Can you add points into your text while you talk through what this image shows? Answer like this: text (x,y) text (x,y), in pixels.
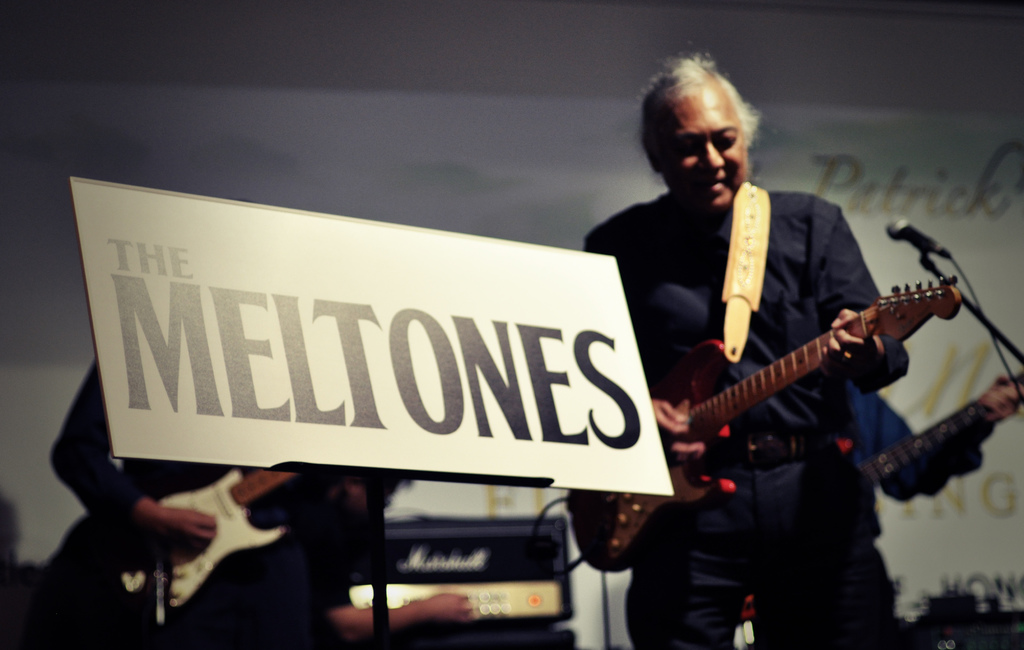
In the center (663,419) we can see three persons (819,430) were holding guitar (711,430). Here we can see the board (522,419) written as "The Mel tones". And front we can see microphone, back we can see banner (399,139).
